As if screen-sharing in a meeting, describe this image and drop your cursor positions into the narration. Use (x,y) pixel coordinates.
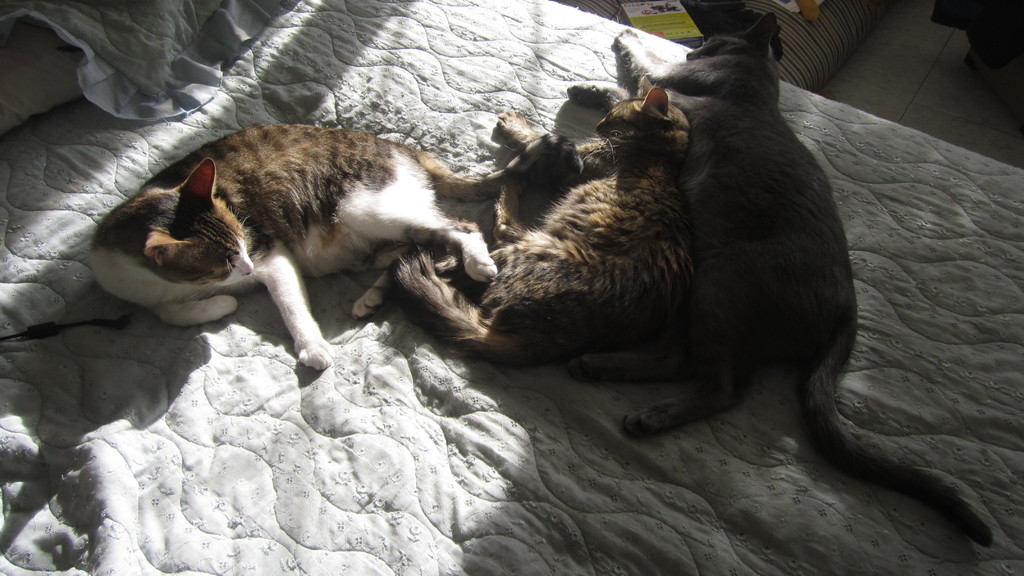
In this image, we can see three cats (378,221) sleeping on the bed (286,422).
